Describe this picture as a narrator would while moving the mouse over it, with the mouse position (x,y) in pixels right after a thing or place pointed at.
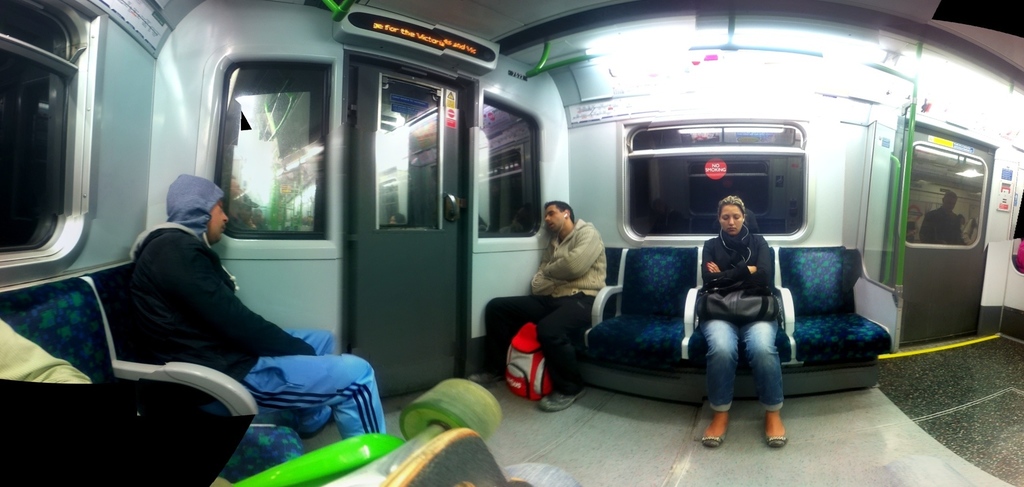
In this picture there are people (495,341) those who are sitting in the center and on the left side of the image (155,315), it seems to be there are in a train (912,131) and there are windows (19,185) and doors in the image.
